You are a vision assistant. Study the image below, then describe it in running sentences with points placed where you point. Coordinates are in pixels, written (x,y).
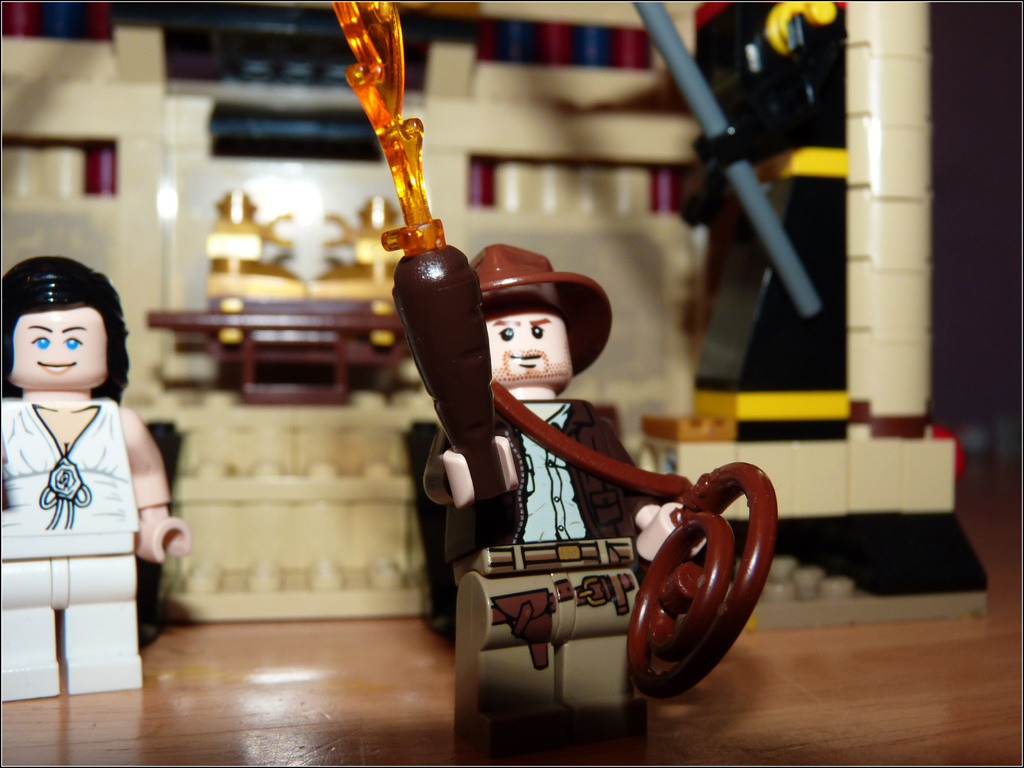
In this picture we can see toys (129,589) on a platform (305,649) and in the background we can see some objects (911,534).
